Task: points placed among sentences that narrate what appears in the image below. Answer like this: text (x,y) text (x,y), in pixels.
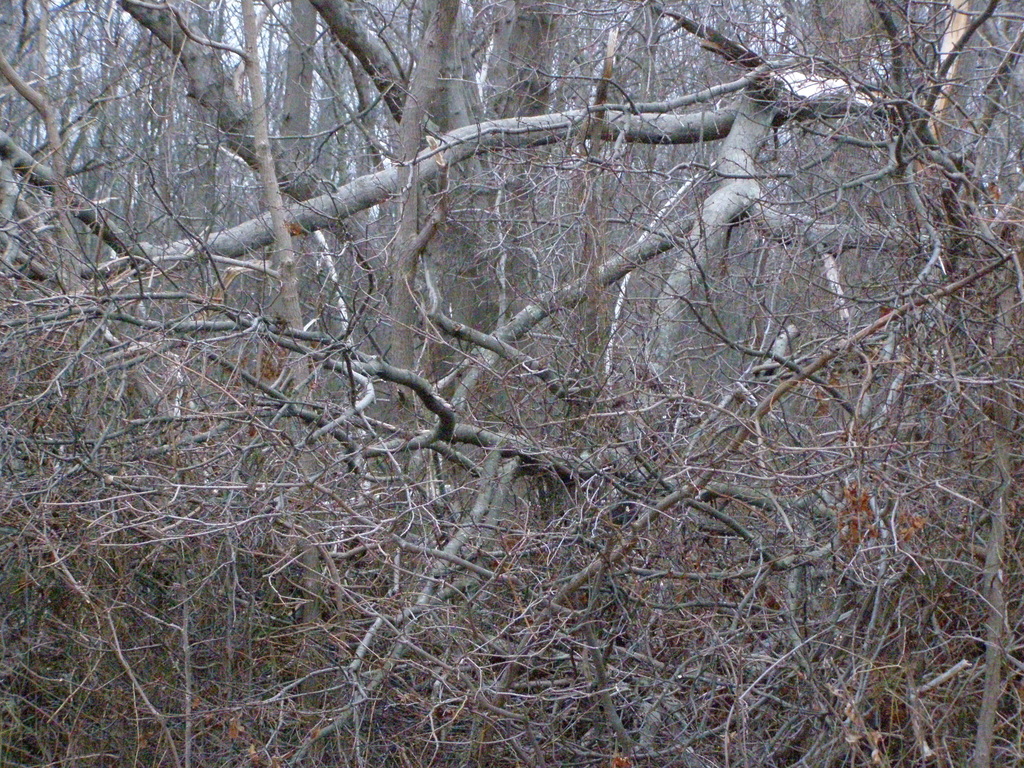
In this image I can see a fallen tree (438,408) which is brown and grey in color and in the background (599,7) I can see few trees (397,115) and the sky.
